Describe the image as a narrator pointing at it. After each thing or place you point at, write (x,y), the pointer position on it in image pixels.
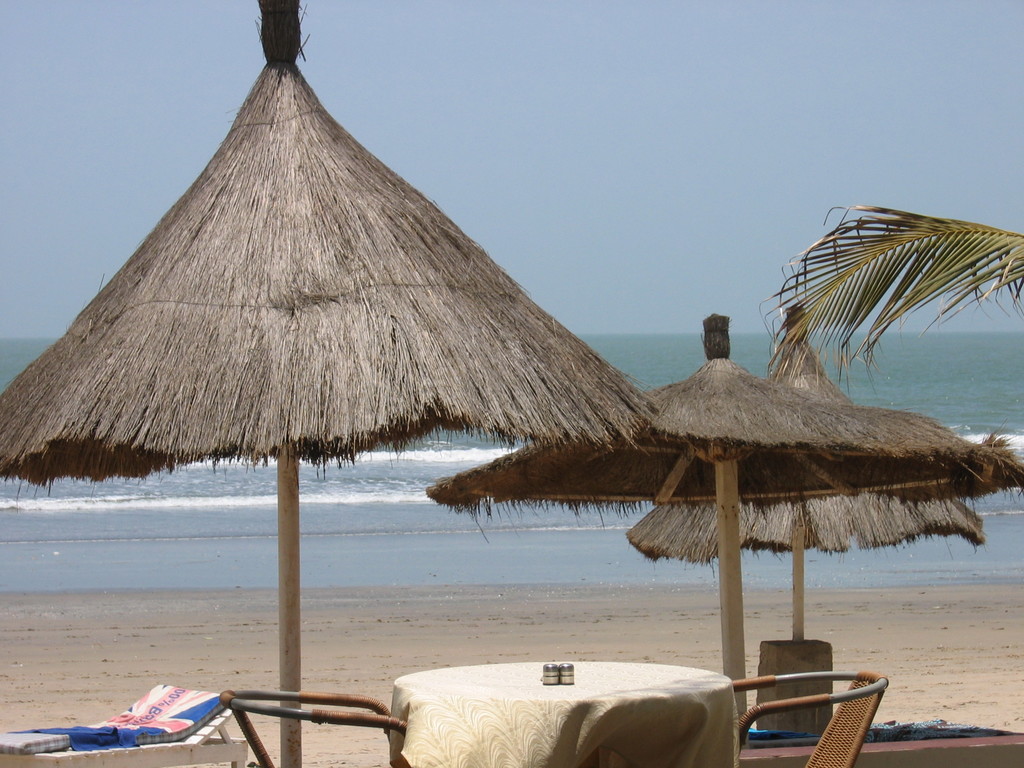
In this image we can see grass umbrellas (698,403). At the bottom of the image (112,753) we can see one bed (128,716), table (476,727) and chairs (393,767). Background of the image (369,497) an ocean (400,484) is there. The sky (762,215) is in blue color. Right side of the image (916,257) we can see leaf (947,250) of a tree (871,255).
